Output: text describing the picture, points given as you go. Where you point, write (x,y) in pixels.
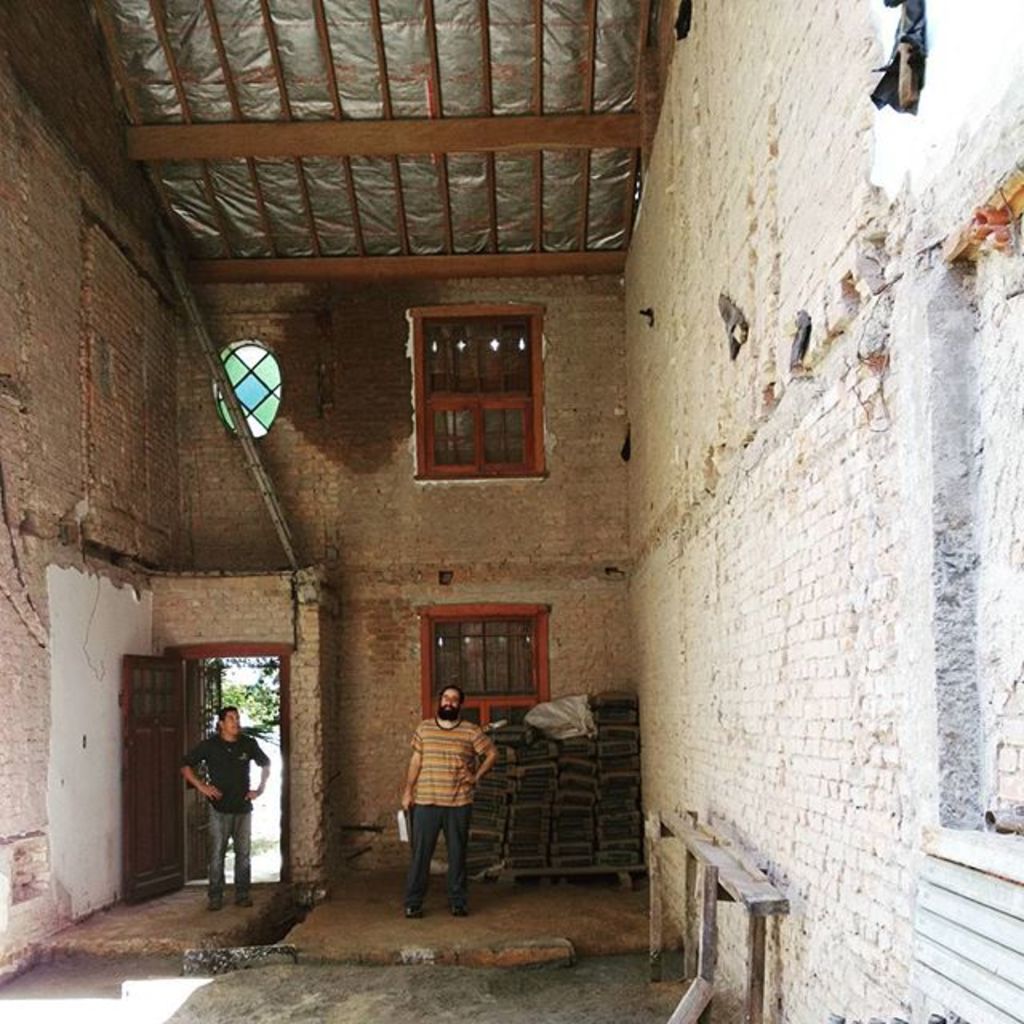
In this image there are two persons (424,823) standing, behind the person (480,777) there are few objects (549,787) on the floor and there is a wall (468,539) with bricks (499,561) and windows (480,309). On the left side of the image (155,782) there is an open door (179,704). At the top (444,118) there is a wooden ceiling (409,143).
